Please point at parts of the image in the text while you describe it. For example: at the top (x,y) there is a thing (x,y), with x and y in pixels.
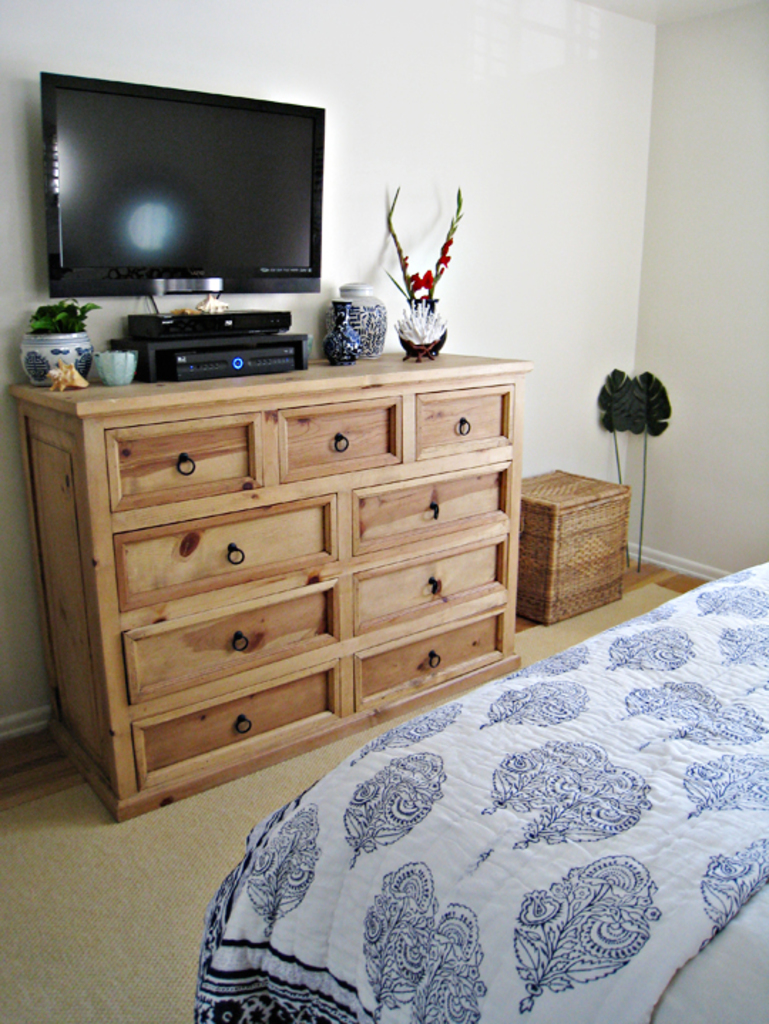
In this image we can see a cupboard (288,374). On cupboard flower vase (30,354), bowl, CD player (256,327) and bottles (349,334) are there. Behind white color wall (409,111) is there and TV (178,218) is attached to the wall (341,164). Beside cupboard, one basket (565,531) and one leaf like thing (619,471) is there. Right bottom of the image (567,775) bed (563,838) is present. And we can see carpet (146,887) on the floor (146,887).
